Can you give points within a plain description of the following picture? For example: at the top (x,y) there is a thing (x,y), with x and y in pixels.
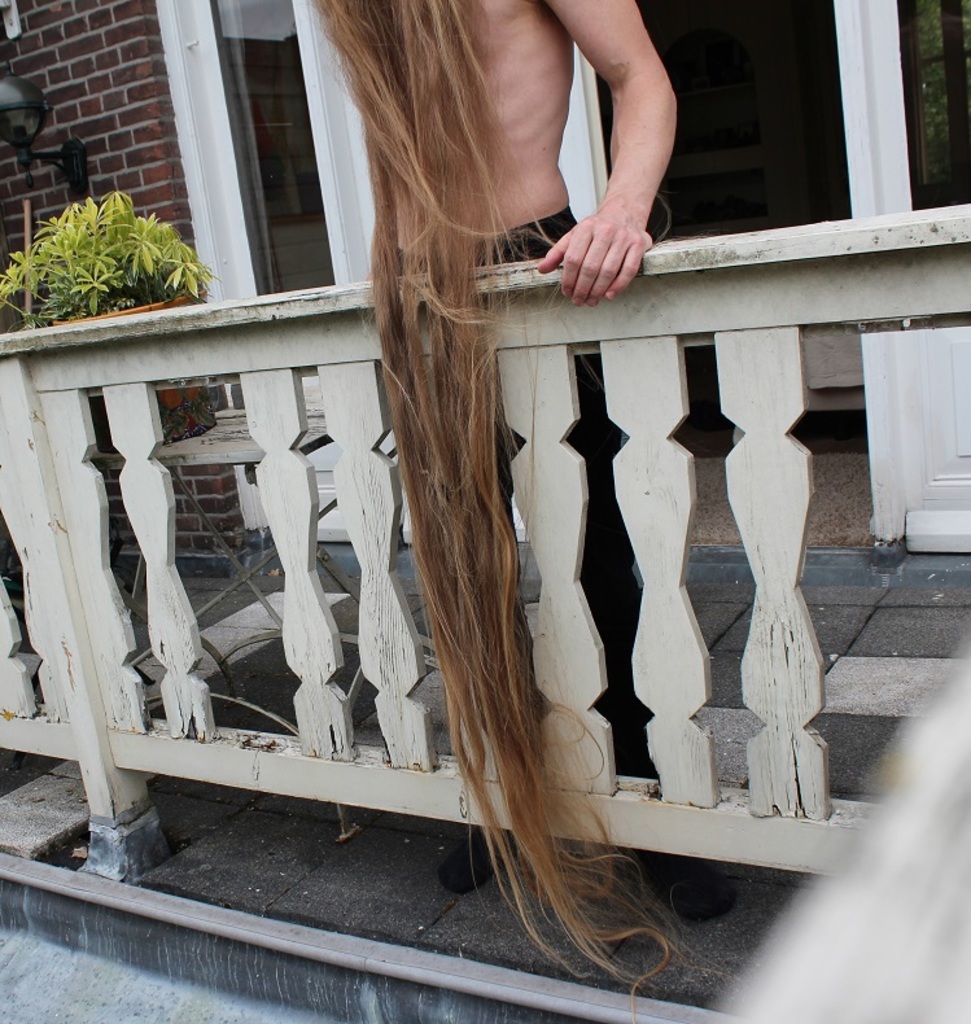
In this picture we can see a person (386,137) standing in front of a railing (63,378). We can see the hairs (408,450) of a person (382,317) in front of this railing (910,279). There is a lantern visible on a brick wall (21,196). We can see a flower pot (156,261) on the stool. We can see a few glass objects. There are a few objects (725,79) visible on the shelves (702,164) in the building (737,51).
